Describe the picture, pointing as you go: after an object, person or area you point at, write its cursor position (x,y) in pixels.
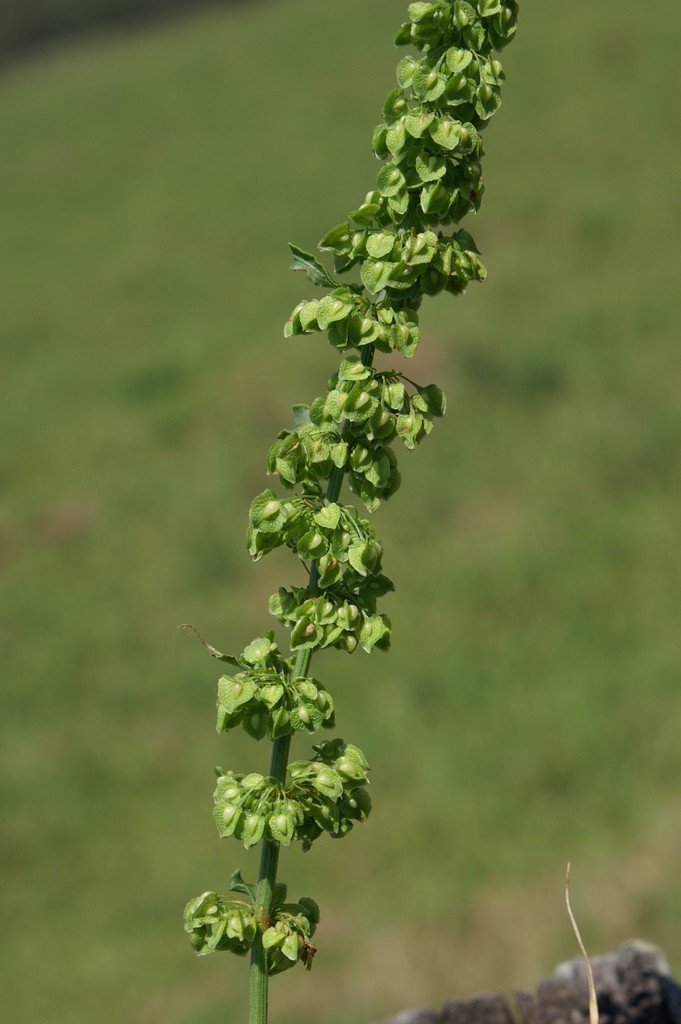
In this image we can see a plant (367,522).
